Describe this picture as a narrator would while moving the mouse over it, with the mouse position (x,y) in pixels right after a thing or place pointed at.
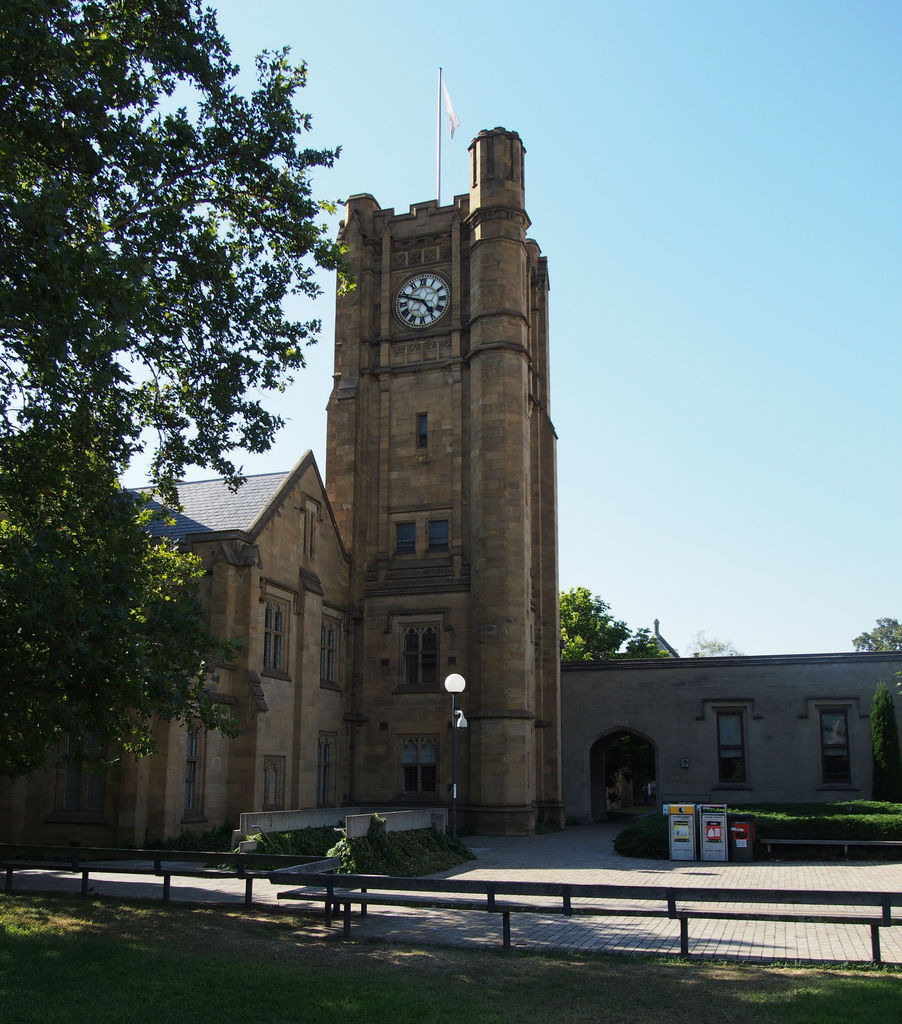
In this image we can see a building (427,558), on the building (317,553) we can see a clock (418,288) and a flag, there are some windows (738,739), trees (88,705), grass (518,970), wall (765,771), pole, light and some other objects (328,885) on the ground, in the background (767,626) we can see the sky (840,582).
